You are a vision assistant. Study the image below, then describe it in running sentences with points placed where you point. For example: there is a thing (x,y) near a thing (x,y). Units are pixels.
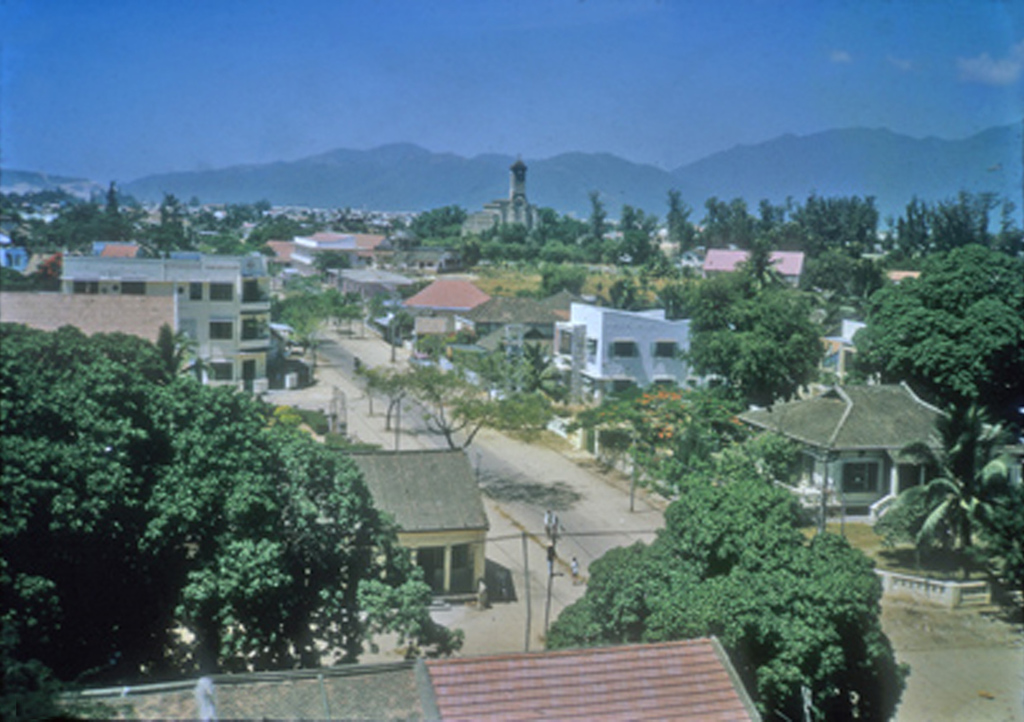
In this image we can see buildings (719,648), trees (588,590), poles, tower (517,193), road (527,502), persons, hill (589,179), sky (652,62) and clouds (845,62).
